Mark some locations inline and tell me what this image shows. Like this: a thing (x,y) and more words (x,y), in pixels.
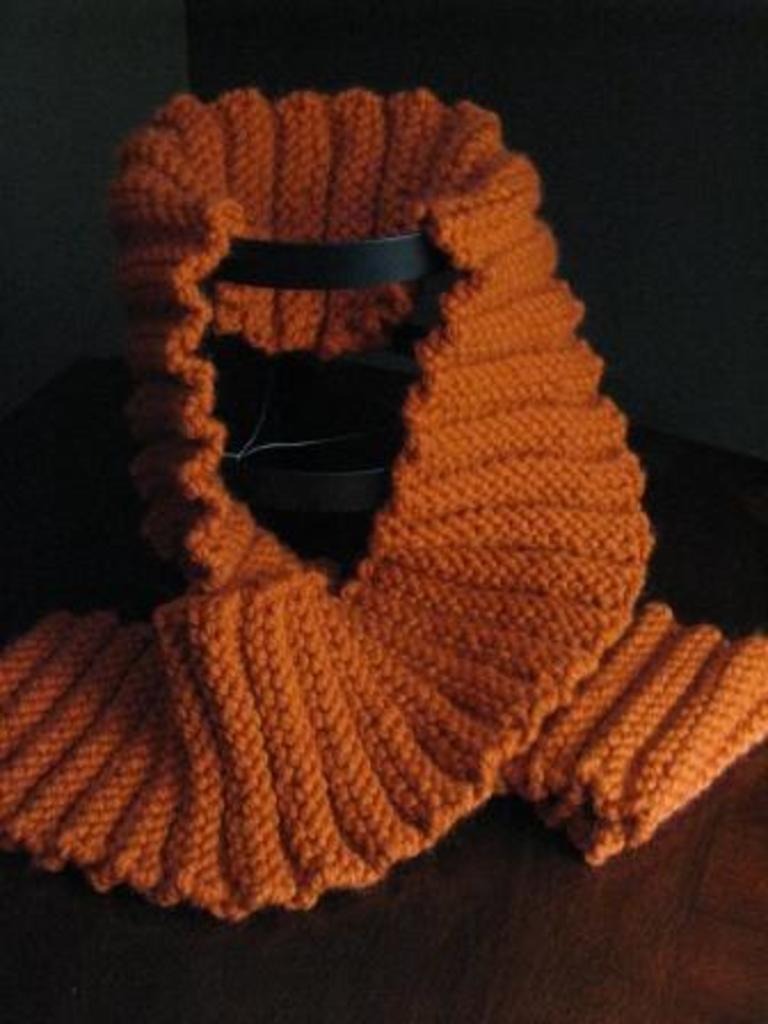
In this image we can see a woolen scarf (200,416) which is in orange color is kept on a black stand (371,269).
